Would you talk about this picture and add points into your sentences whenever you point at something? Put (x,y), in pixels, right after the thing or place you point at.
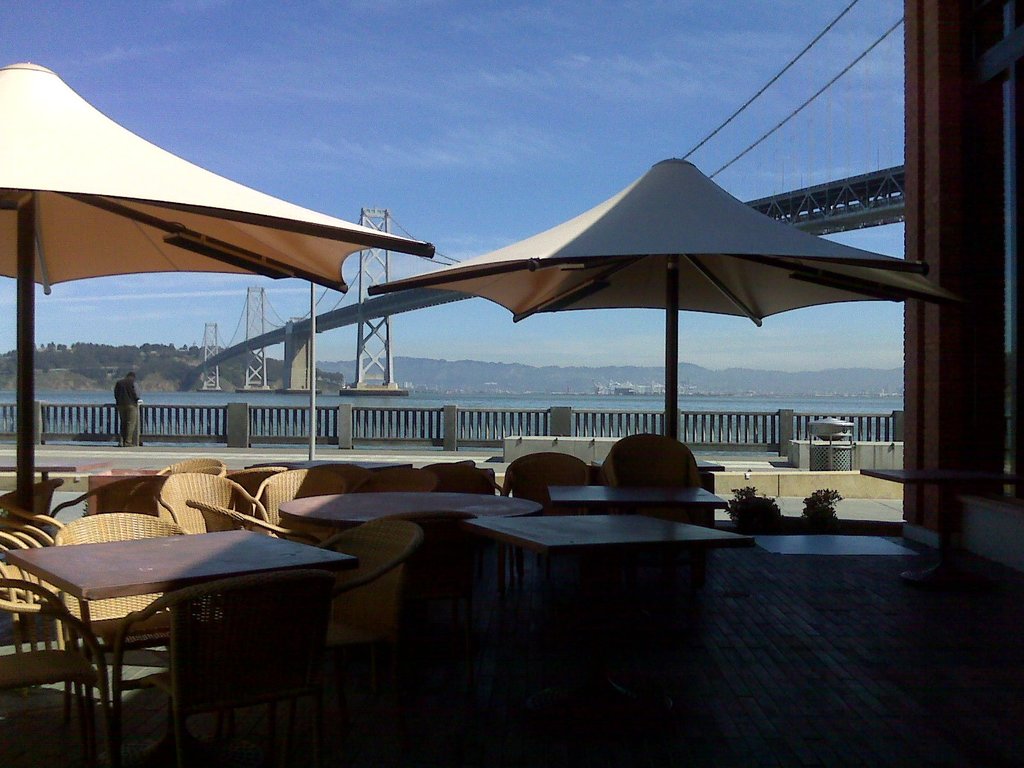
In this picture I can see few tables (317,546) and chairs (459,487) in front (41,491) and I can also see 2 umbrellas (36,240). In the middle of this picture (635,403) I can see the water (380,400) and I can see a person (121,381) near to the railing (68,418). In the background (415,164) I can see a bridge (383,269) and I can see the sky (440,148).
